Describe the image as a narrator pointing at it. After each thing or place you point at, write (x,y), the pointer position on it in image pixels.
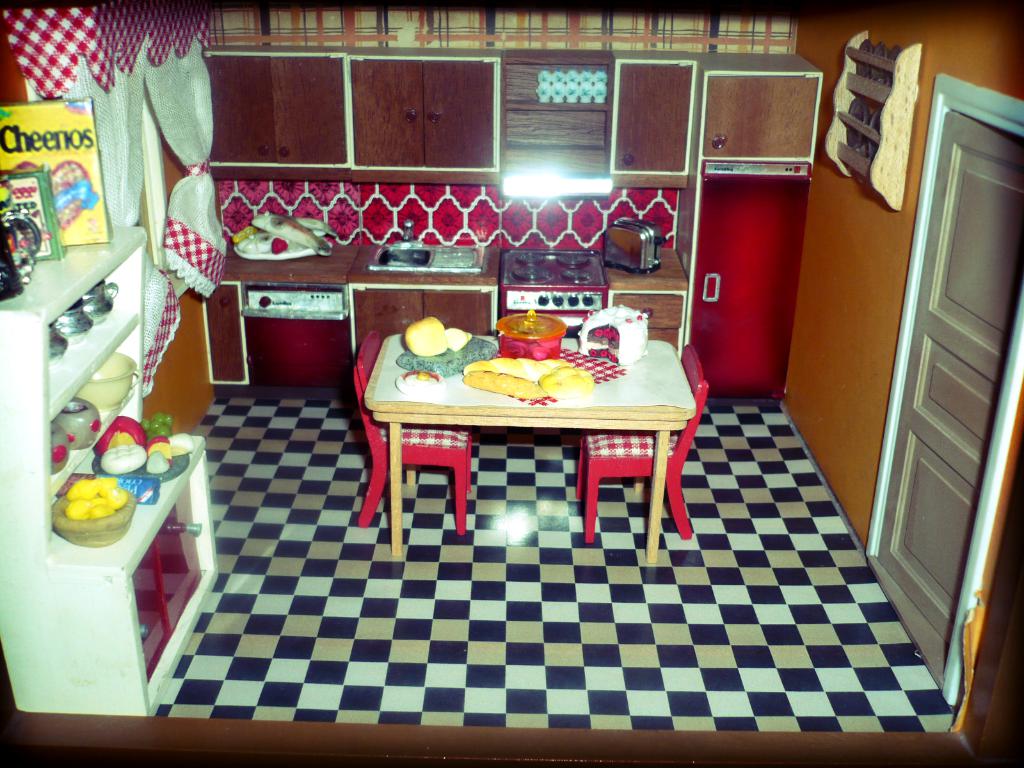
In this image I can see kitchen cabinet (312,262), in the cabinet (256,266) I can see sink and some food item (266,216) in front of cabinet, there is a table (643,378), on the table (632,398) there is a bowl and vegetables (500,369), chairs (692,356) visible in front of table (614,385). On the left side (42,410) there is a rack (42,463), on the rack (42,410) I can see kitchen items (84,236) and bowls (106,399), curtain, on the right side (885,297) there is a wall (862,263) and the door (946,276).
